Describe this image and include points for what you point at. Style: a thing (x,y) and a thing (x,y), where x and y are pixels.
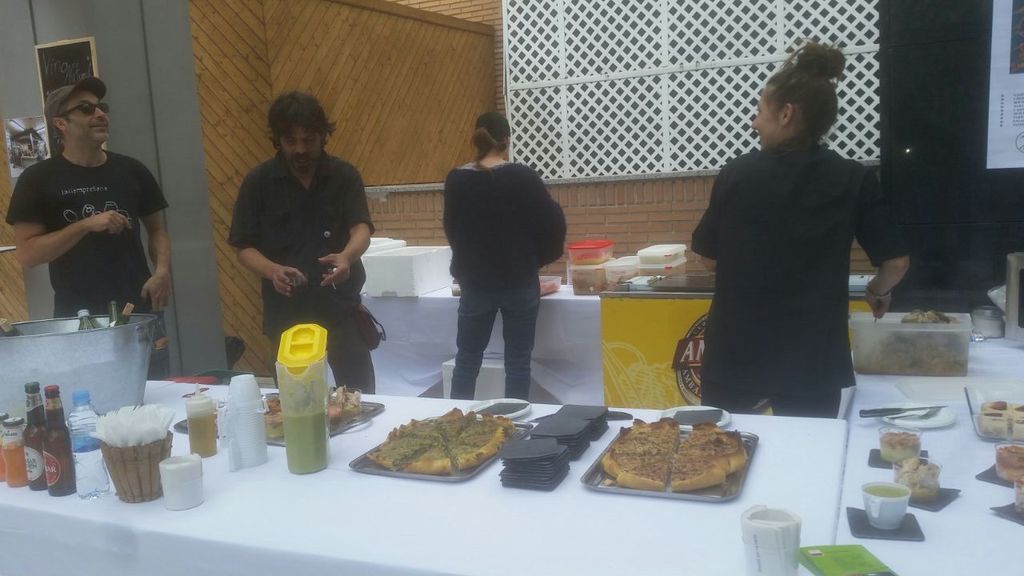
There are 2 men (299,222) and 2 women (526,222) here. On the table (475,506) we can see food material (706,471), plate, jar (302,434), cup (178,477), tissue box (140,467), water bottle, wine bottle (33,459) and a bucket (63,355) and some boxes (413,268), food container (613,269), etc.
